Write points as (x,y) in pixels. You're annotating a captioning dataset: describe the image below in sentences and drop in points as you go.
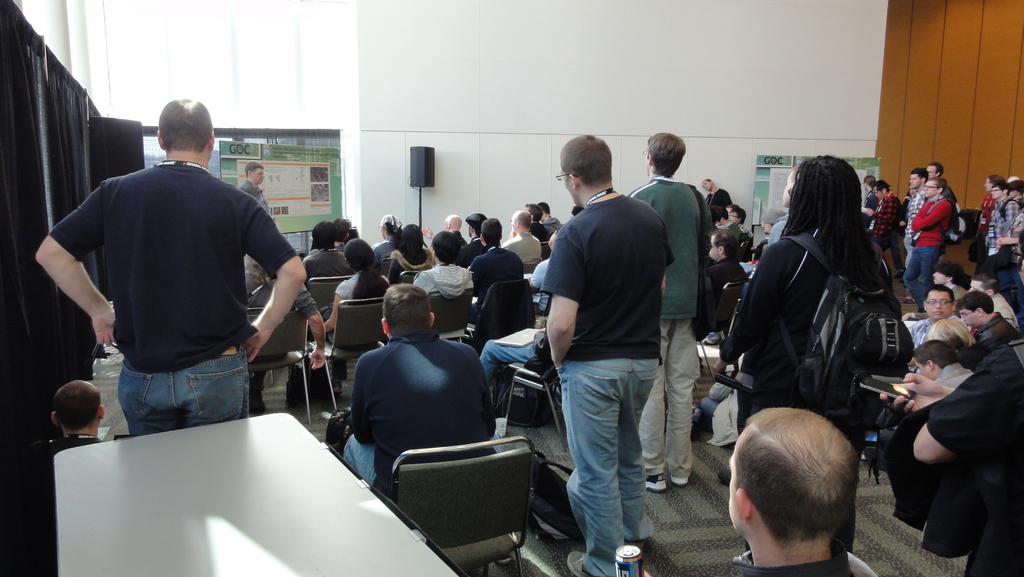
In the foreground of this image (434,396), there are people (426,365) sitting on the chairs (447,325) and few are standing. On bottom left side (208,507), there is a table (221,500) and in the background (333,209), there is a person (256,171) standing near a board (278,160), wall (413,84) and the curtain (33,122).
